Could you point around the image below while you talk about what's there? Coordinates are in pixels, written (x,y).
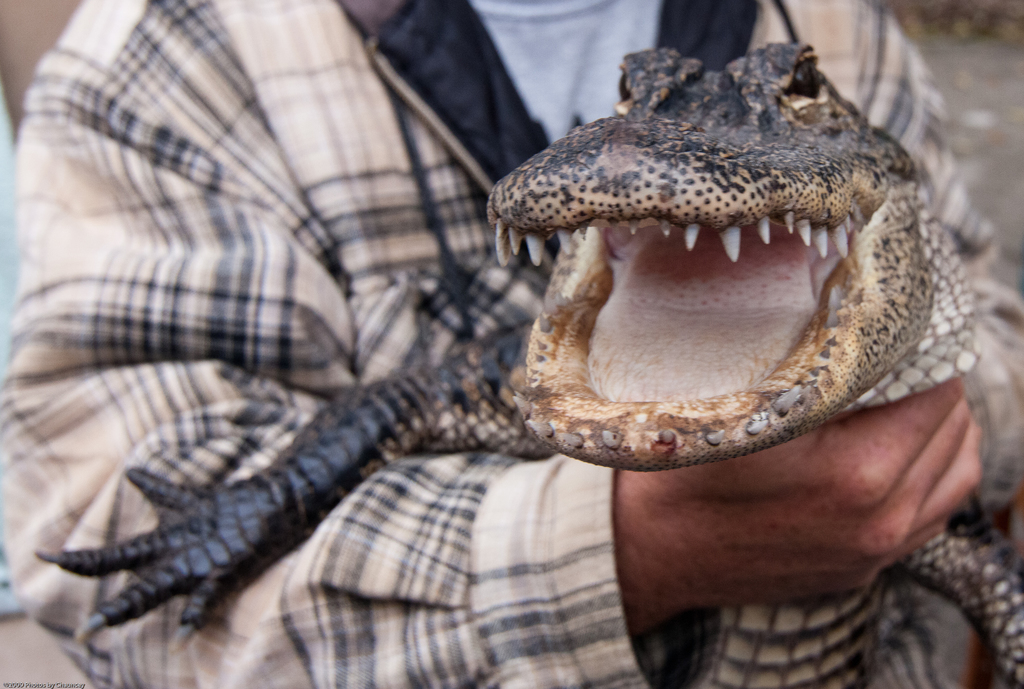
In the image there is a person (385,353) holding a crocodile (709,416) in the hands (640,536).
